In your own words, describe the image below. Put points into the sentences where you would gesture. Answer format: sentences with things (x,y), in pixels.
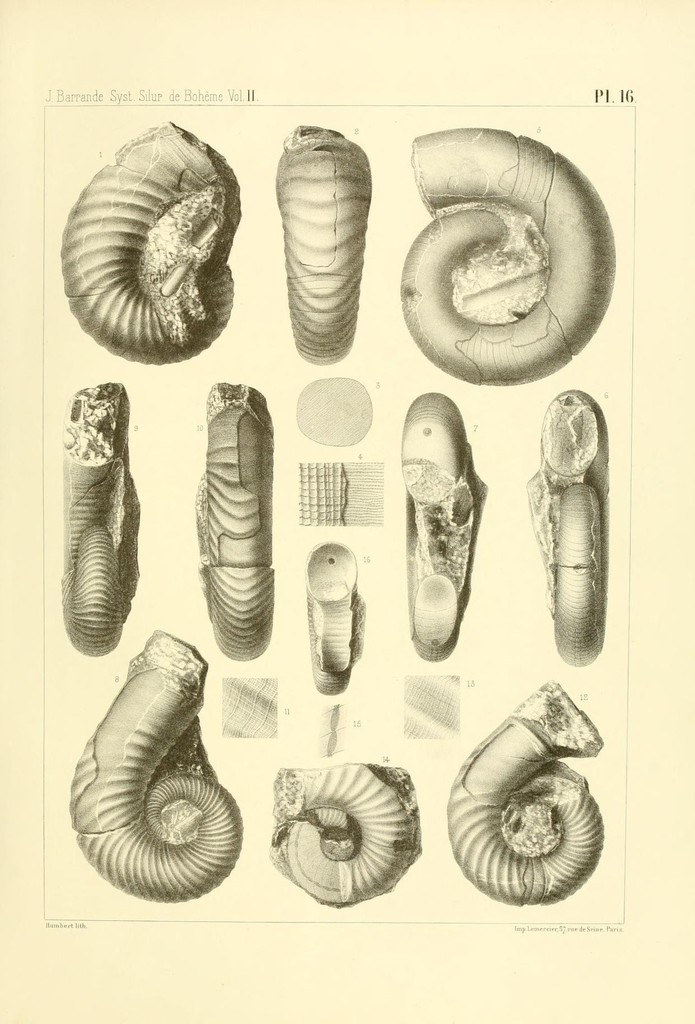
This image consists of a paper (212,339). In this paper (253,630), I can see a few images (452,289) of shells (433,494).
